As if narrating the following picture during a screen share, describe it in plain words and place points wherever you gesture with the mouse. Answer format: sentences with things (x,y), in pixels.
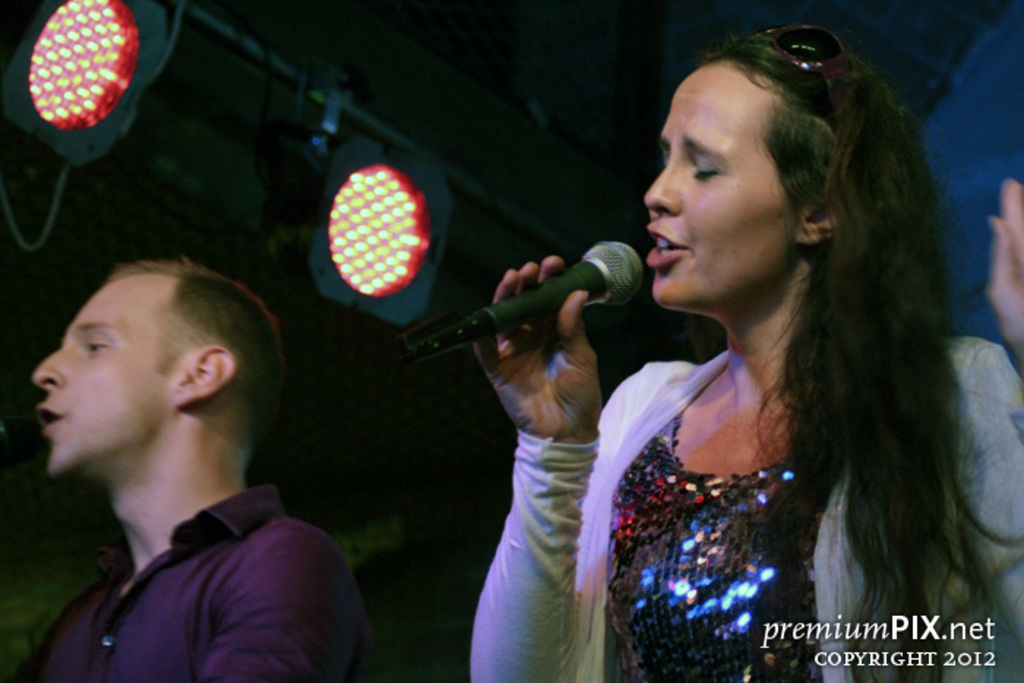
In the image there were two persons (846,355), man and woman (628,467). The woman (622,482) is holding a mike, there were singing. To the left top (5,86) there were two lights (388,260). In the bottom right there is text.
